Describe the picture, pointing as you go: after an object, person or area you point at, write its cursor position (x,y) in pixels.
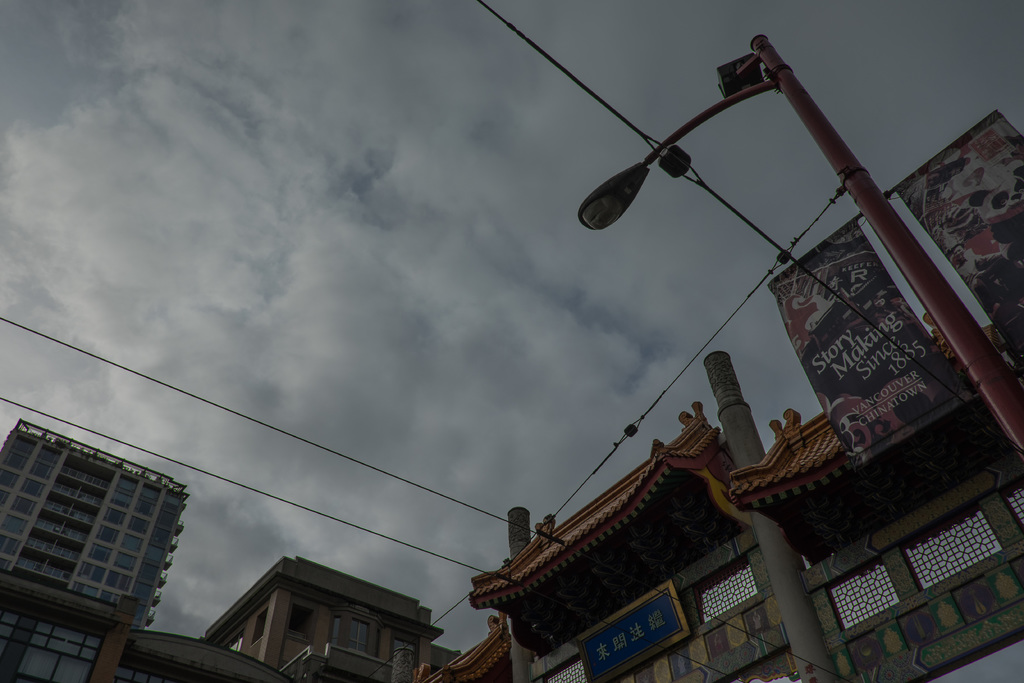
At the bottom of the image (71,637) we can see some buildings (98,666), poles (942,279) and banners (860,294). At the top of the image (116,14) we can see some clouds (56,37) in the sky (9,80).
